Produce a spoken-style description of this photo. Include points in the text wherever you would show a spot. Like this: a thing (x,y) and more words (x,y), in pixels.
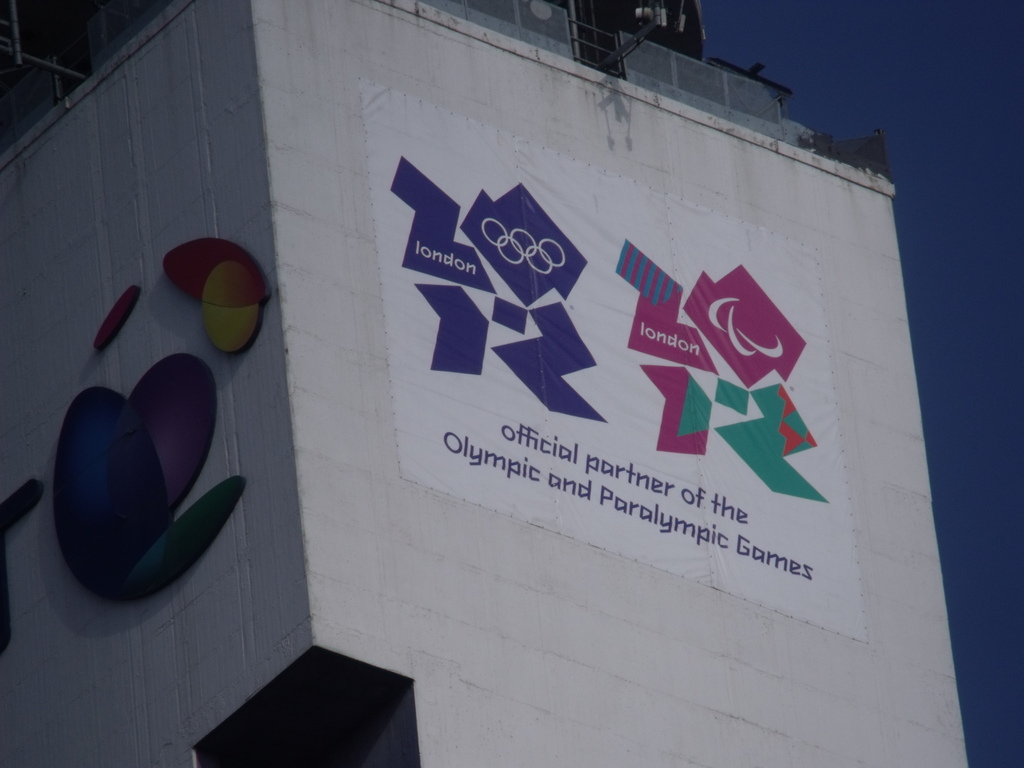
In the image there is a building (309,267) and there is some banner (671,349) attached to that building (354,323).
